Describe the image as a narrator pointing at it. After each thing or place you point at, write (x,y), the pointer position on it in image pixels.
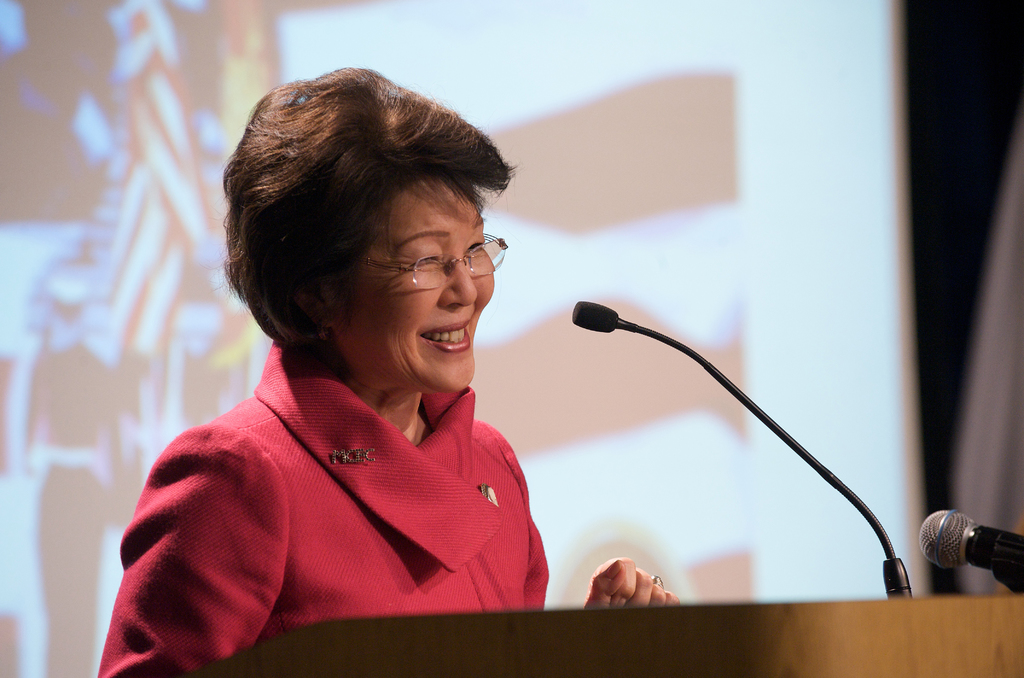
In the foreground of the picture (250,646) there is a podium (734,628), on the podium (929,617) there are mics (932,552). In the center of the picture (435,408) there is a woman (437,422) in red dress (349,414), she is smiling. The background (695,14) is blurred.
